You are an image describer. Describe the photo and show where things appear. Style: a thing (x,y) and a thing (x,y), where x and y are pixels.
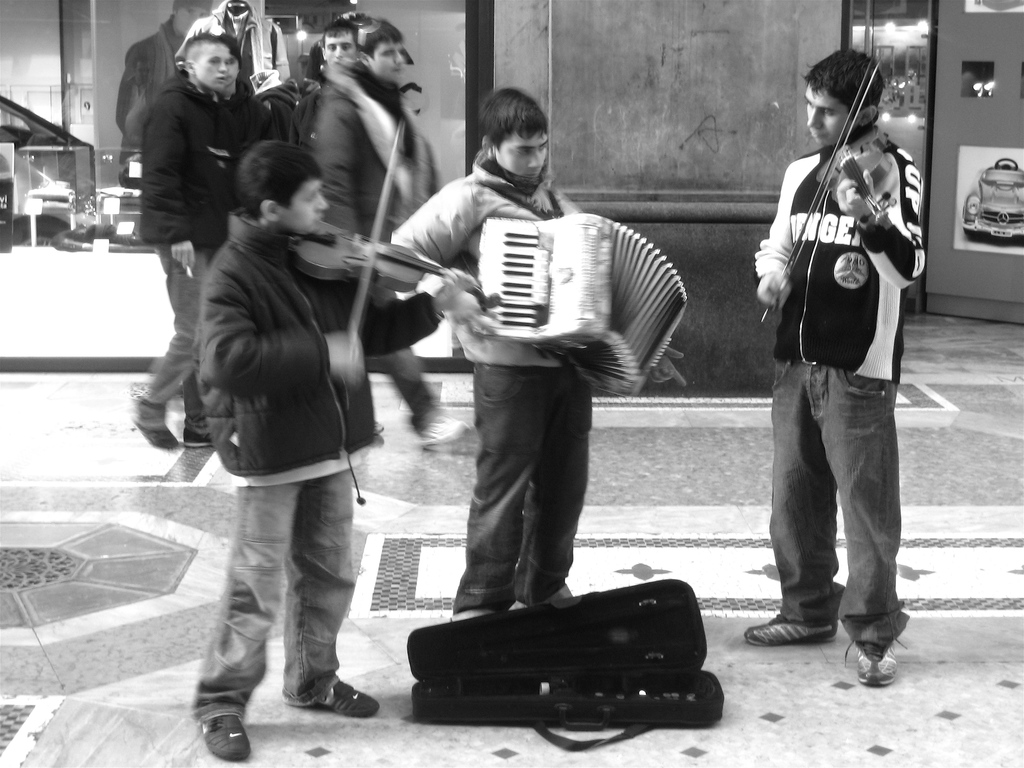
Here men (316,338) are playing musical instruments (619,326), here other people (270,127) are walking, this is car (972,231).
